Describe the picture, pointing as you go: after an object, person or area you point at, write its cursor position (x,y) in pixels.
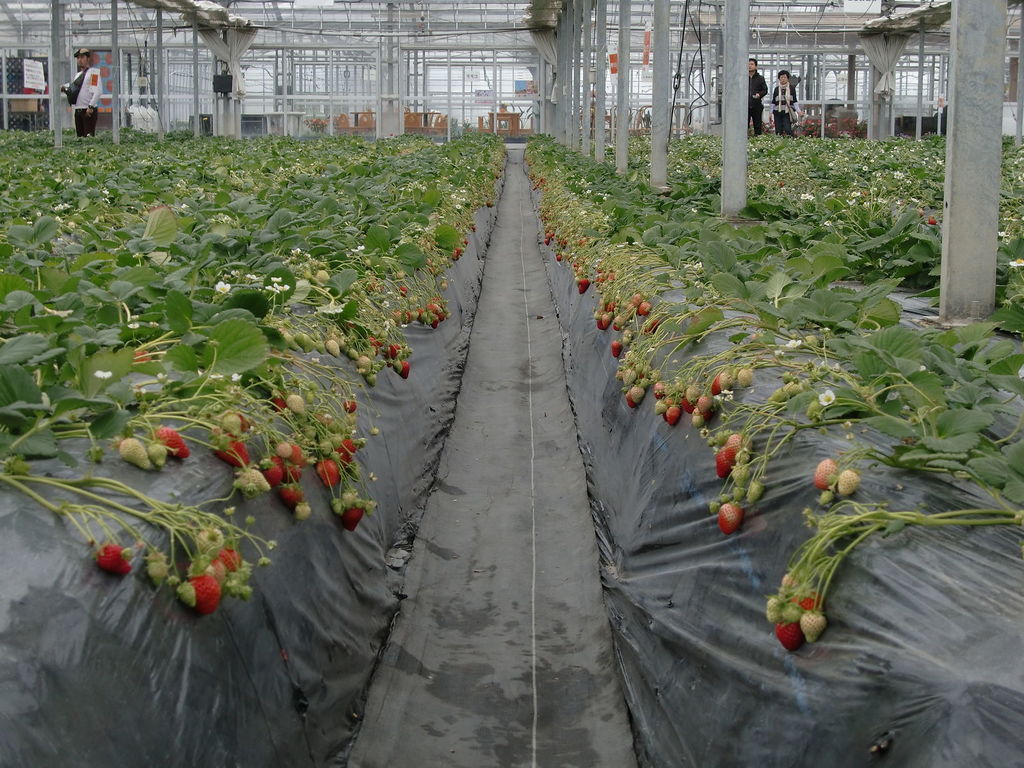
In this picture i can see the nursery plant (142,309). At the bottom (386,563) i can see the black plastic cover (765,563), beside that we can see fruits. In the top left (69,79) there is a man (69,102) who is standing near to the poles (56,81) and he is holding a paper (42,73). In the top right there are two persons (755,71) were standing near to the plants (825,175). In the background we can see the table (270,118) and chairs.
